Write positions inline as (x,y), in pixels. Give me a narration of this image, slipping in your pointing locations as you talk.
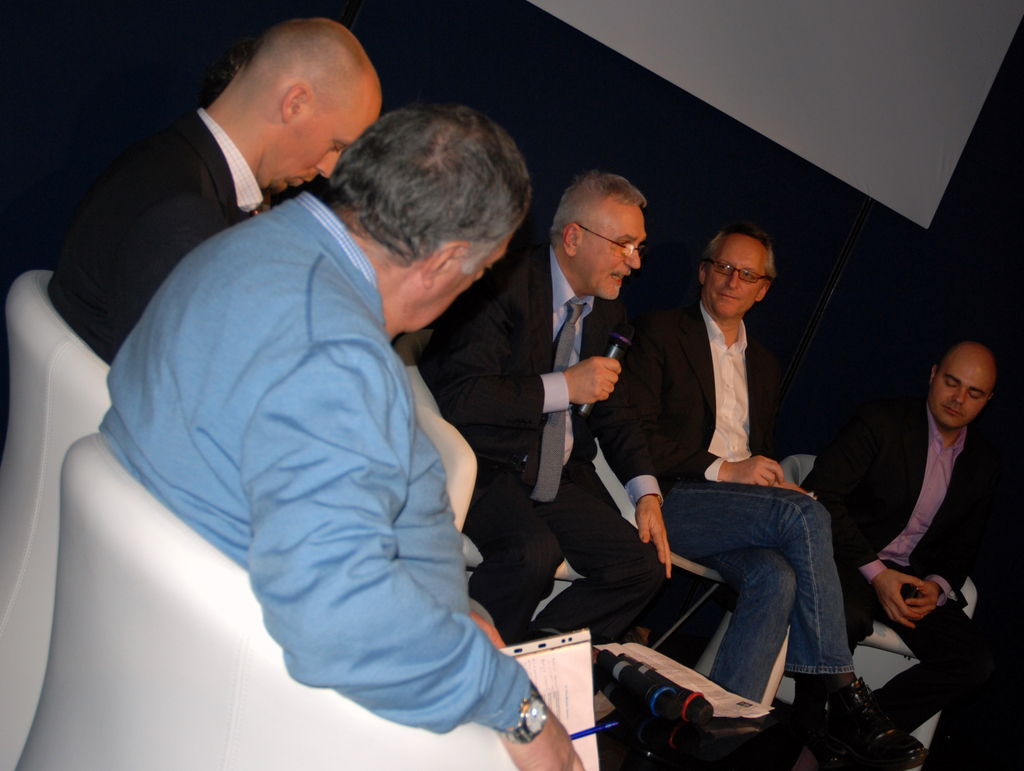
In this picture we can see a group of people (303,528) sitting on chairs (446,450) and a man (515,467) is holding a microphone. Behind the people (413,227) there is a projector screen (771,105).
